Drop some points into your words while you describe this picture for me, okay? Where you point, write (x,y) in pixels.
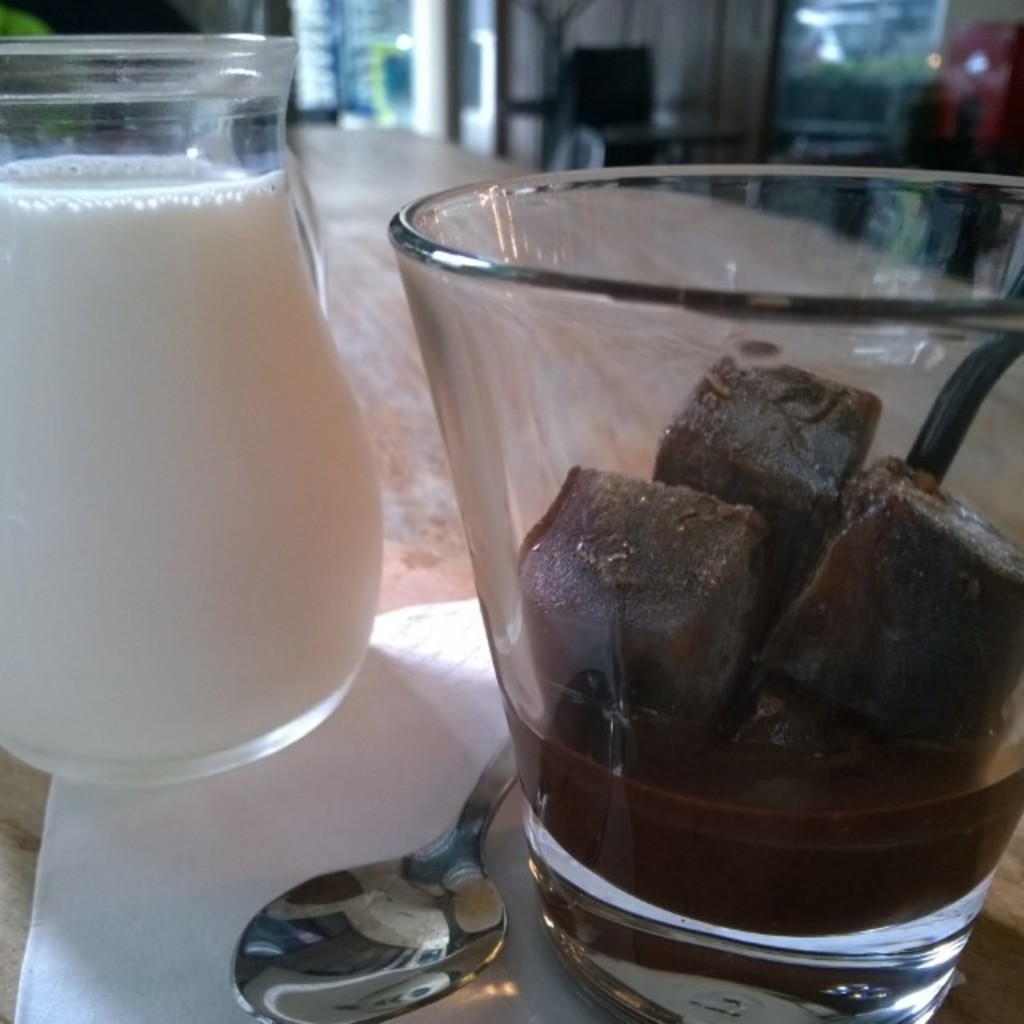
On the table (659,242) we can see the milk jar (109,282), glass (814,263), spoon (259,1021) and tissue paper (98,878). In the glass (665,357) we can see ice cubes (801,711). In the background (870,36) we can see the windows (405,59), tables (654,128) and other objects (981,143).
